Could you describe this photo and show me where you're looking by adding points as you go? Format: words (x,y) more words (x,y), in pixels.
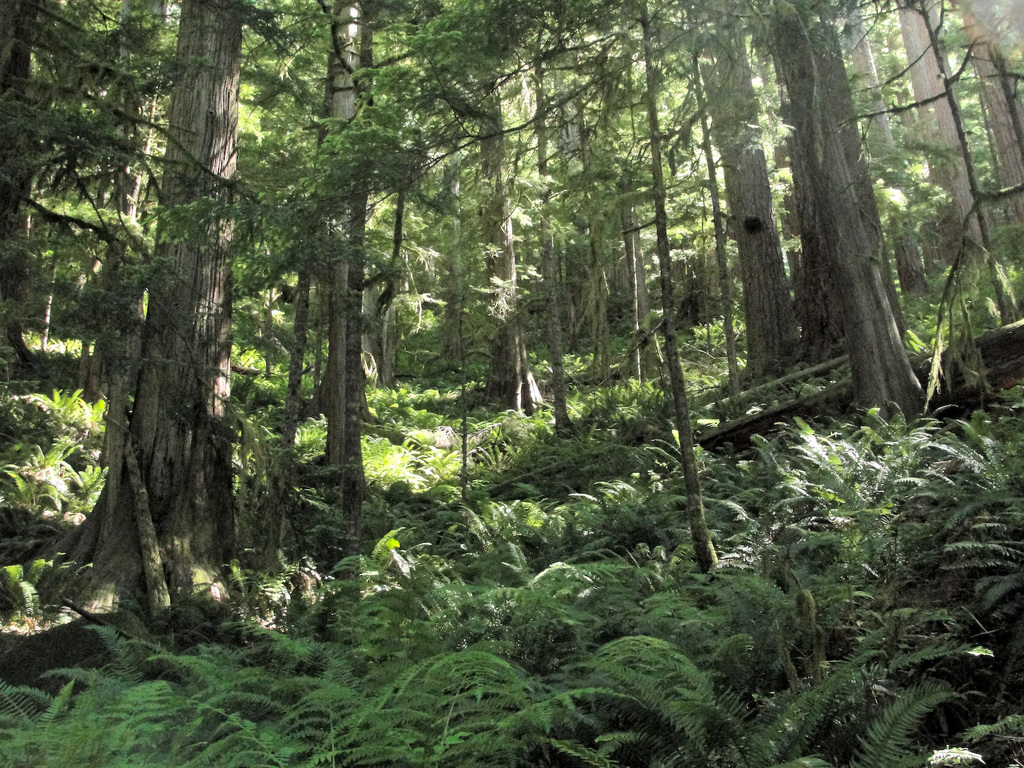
In this image we can see plants (590,588) and trees (524,381).
